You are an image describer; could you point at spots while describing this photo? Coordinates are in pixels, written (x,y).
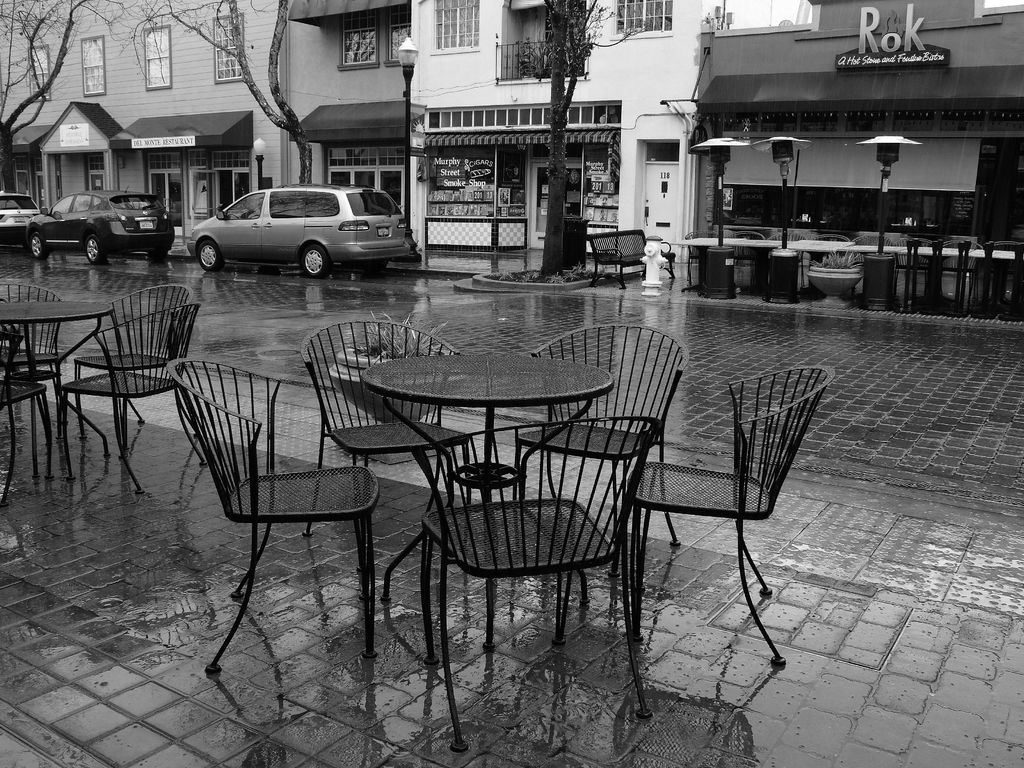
This picture is clicked outside the city. In front of the picture, we see a table (488,373) around which chairs (650,392) are placed. Behind that, we see a building (463,57) which is white in color and beside that, we see a building (961,56) on which it is written as 'ROK'. On the left side of the picture (182,250), we see cars (267,246) parked on the road (456,328). Beside that, we see street light (409,149) and trees (282,118).
